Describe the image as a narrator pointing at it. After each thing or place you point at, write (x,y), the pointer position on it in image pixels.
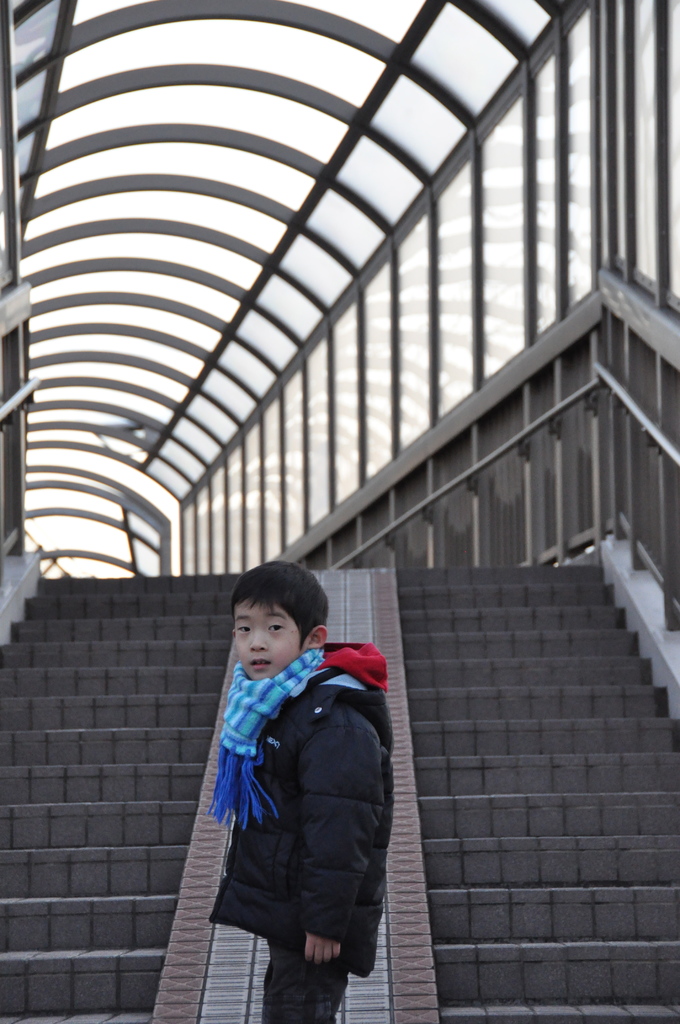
In this image we can see a kid (294,787) standing near the stairs (78,694) and a railing (417,504) on the right side of the image (669,605).
